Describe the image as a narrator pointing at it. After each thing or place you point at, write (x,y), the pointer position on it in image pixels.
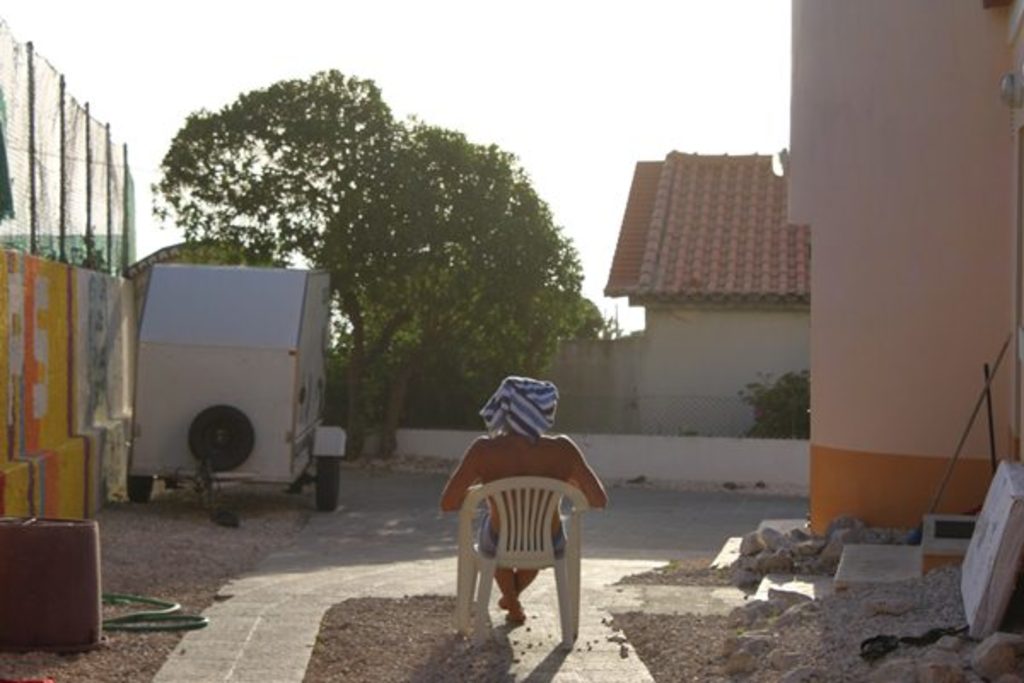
This picture shows a tree (510,321) and a house (647,345) and a person (541,385) seated on a chair (572,532). we see a wall (53,489) and a metal fence (134,233) on it.
